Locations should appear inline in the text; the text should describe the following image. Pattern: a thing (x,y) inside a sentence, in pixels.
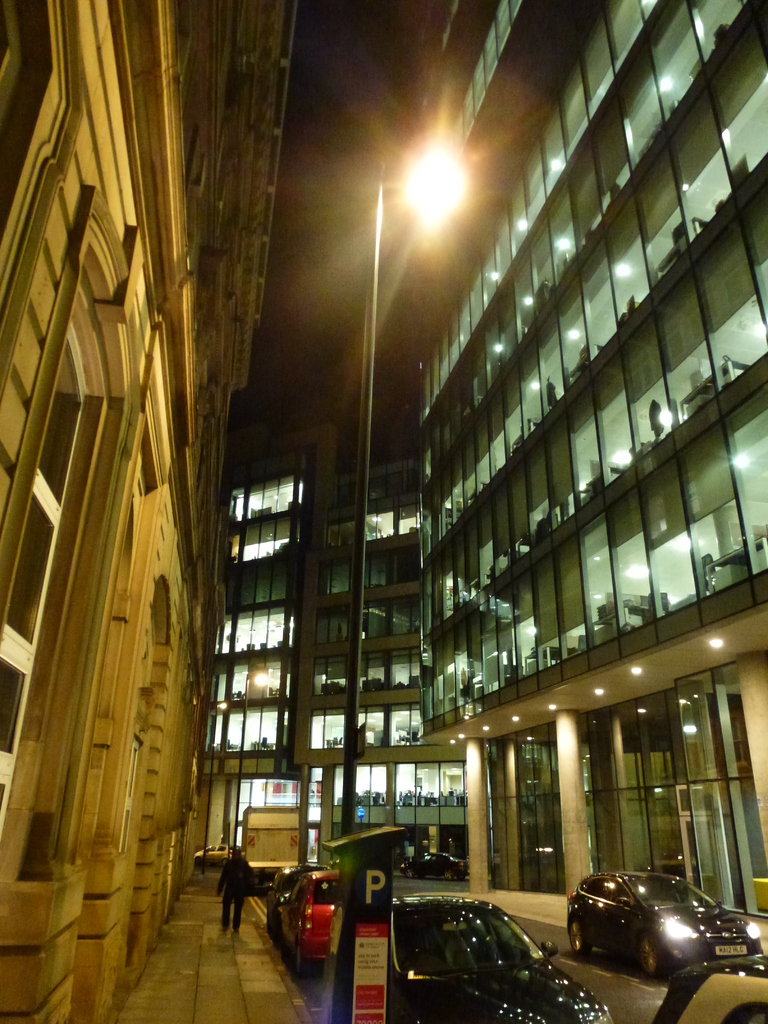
In the center of the picture (358,617) there are cars (642,938), streetlight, footpath (237,951) and a person (243,864). On the left (137,368) there is a building (113,366). On the right (592,569) there is a building (423,675). In the center of the background (272,835) there is a building (300,819) and there is a truck (295,813).
